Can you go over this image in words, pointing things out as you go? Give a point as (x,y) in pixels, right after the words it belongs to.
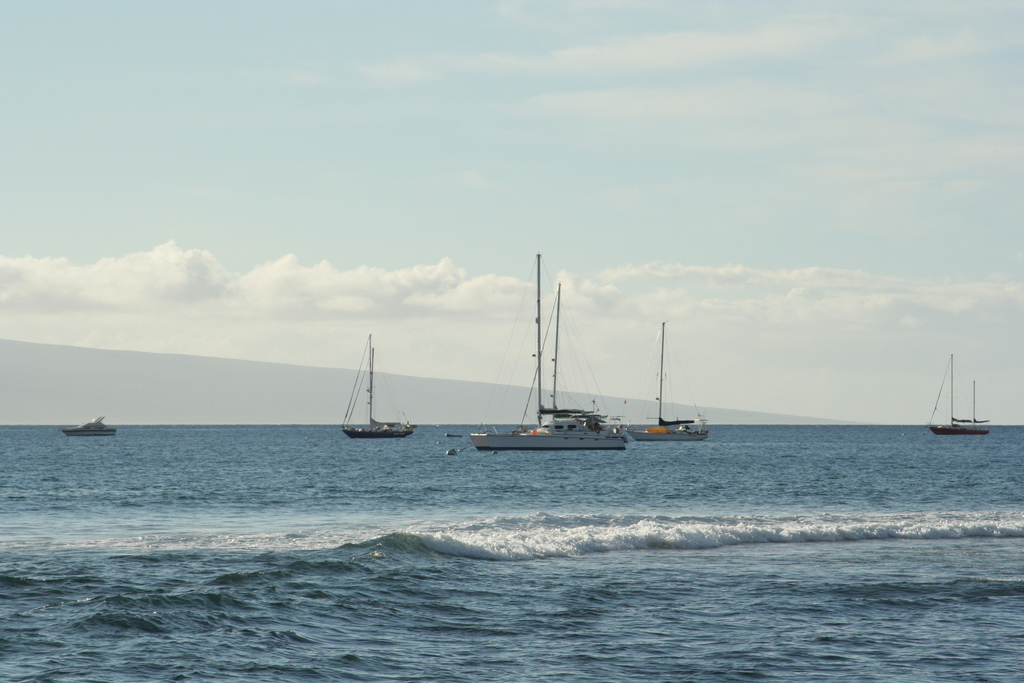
In this image I can see few boats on the water (774,489) and the boats (538,309) are in white color. Background (46,181) I can see sky (59,125) in blue and white color.
